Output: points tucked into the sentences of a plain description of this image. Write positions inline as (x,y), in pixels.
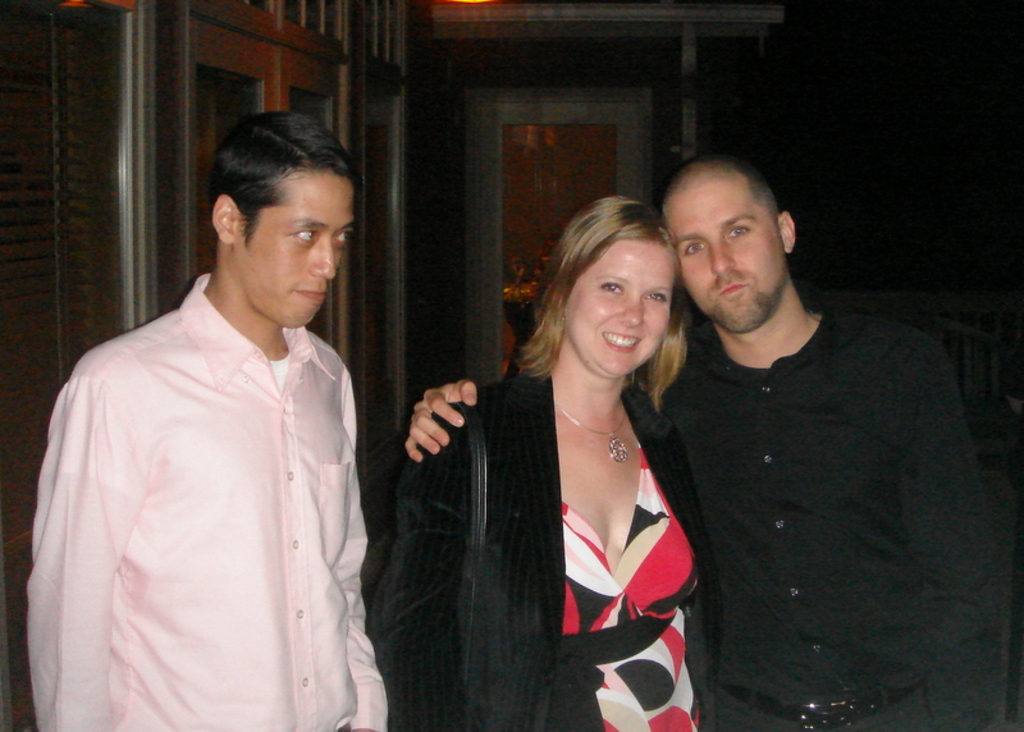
In this image three people (493,485) were standing. At the backside of the image (956,348) there is a bench (953,322) and at the background (510,206) there is a door (547,150). On top of the room (479,14) there is a light (475,2).
